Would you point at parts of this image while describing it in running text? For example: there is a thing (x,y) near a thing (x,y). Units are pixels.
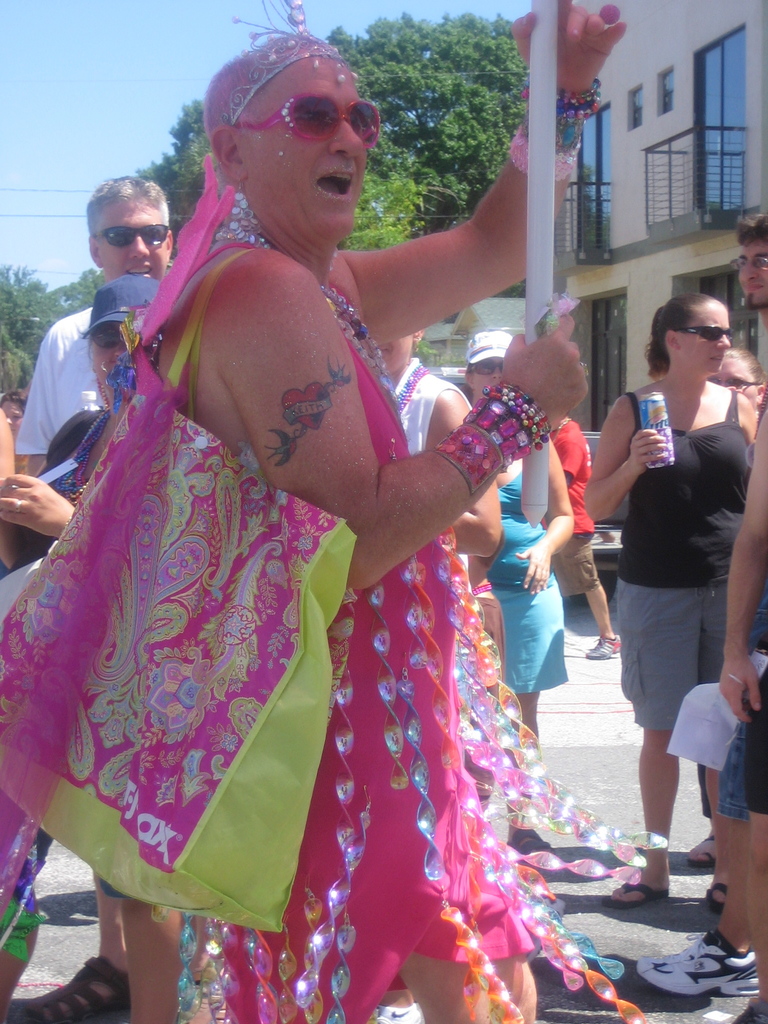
In this image there is the sky (150,44) towards the top of the image (98,37), there are trees (405,71), there are wires (187,80), there is a building (582,210) towards the right of the image (618,108), there is road (612,748) towards the bottom of the image (575,731), there are a group of persons (569,506) on the road (699,795), they are holding an object (704,740), there is a woman (297,369) standing, she is wearing a bag (152,649), she is wearing goggles (338,124), she is holding an object (538,237).
